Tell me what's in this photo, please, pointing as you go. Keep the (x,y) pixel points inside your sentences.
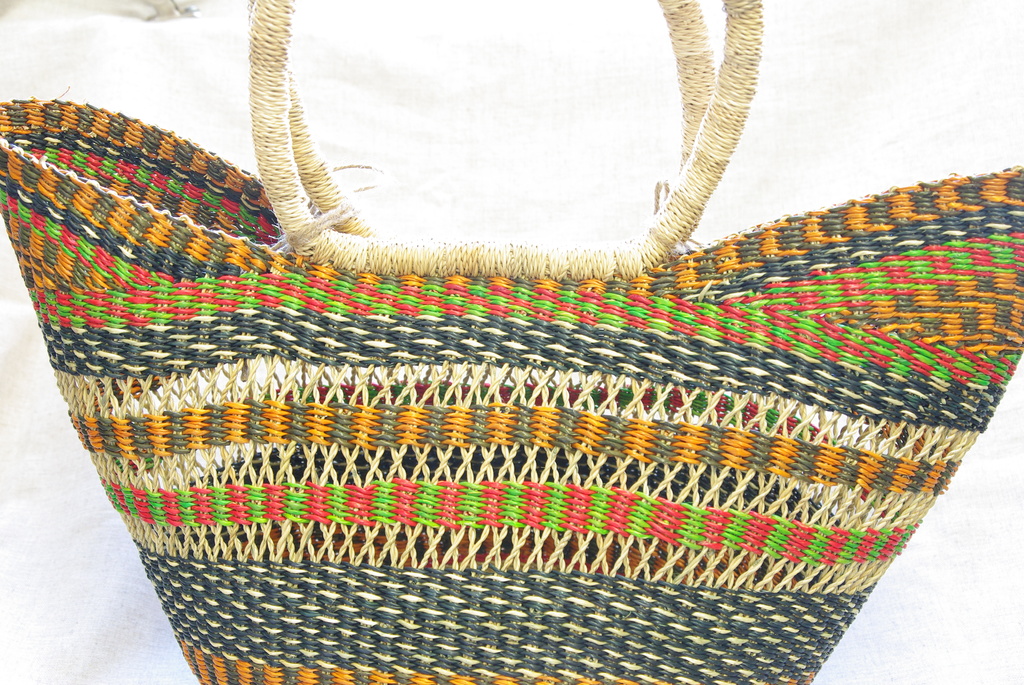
This picture is mainly highlighted with a handbag (560,373) made of straw (535,369).
